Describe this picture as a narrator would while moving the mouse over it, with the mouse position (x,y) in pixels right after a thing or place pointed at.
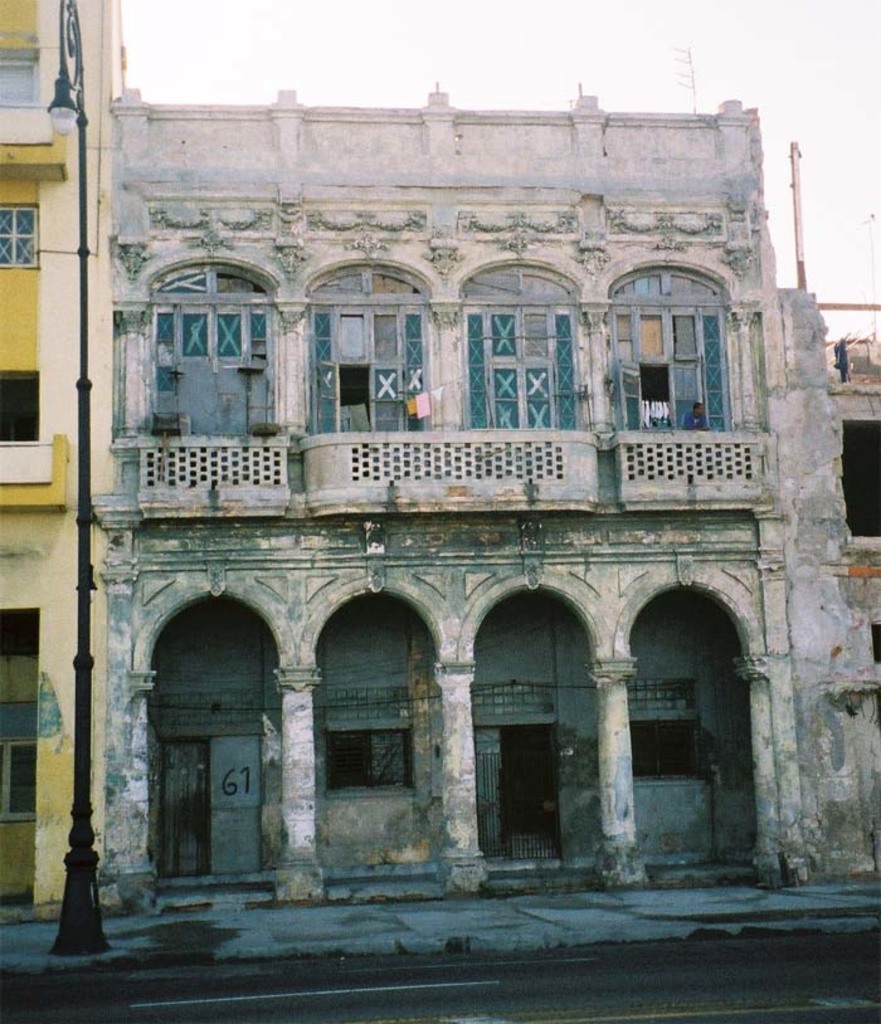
In this image, we can see two buildings (103,232), at the top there is a sky (376,1).
